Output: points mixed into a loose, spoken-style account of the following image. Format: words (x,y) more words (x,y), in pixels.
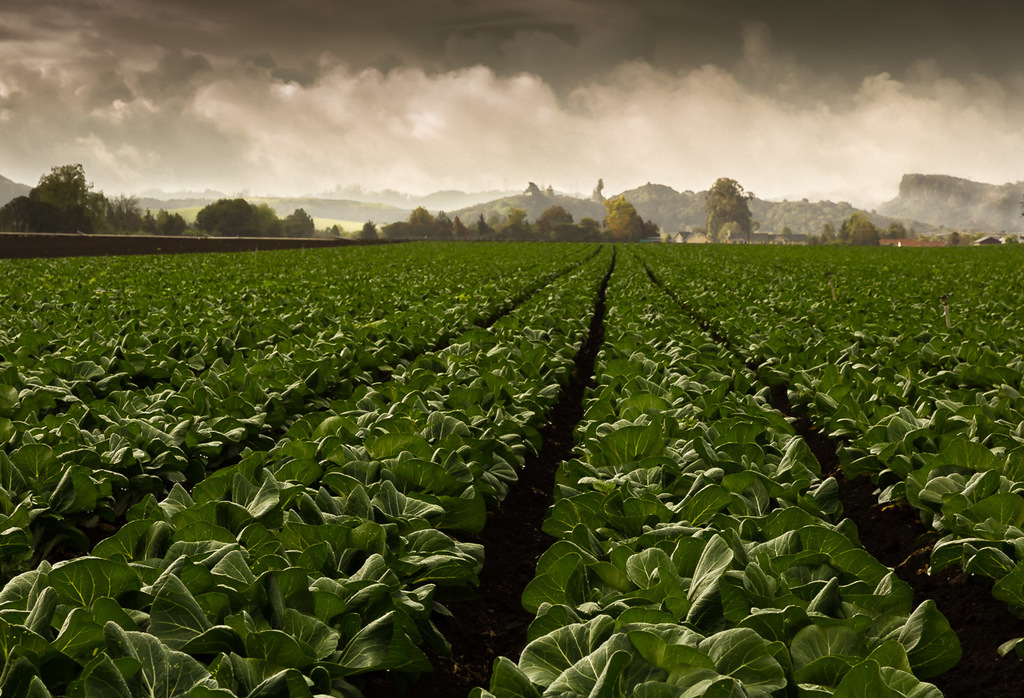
There are plants (424,283) having green color leaves (190,548) on the ground (747,429). In the background (784,229), there are trees (730,194), mountains (415,196) and there are clouds (372,66) in the sky (497,31).
